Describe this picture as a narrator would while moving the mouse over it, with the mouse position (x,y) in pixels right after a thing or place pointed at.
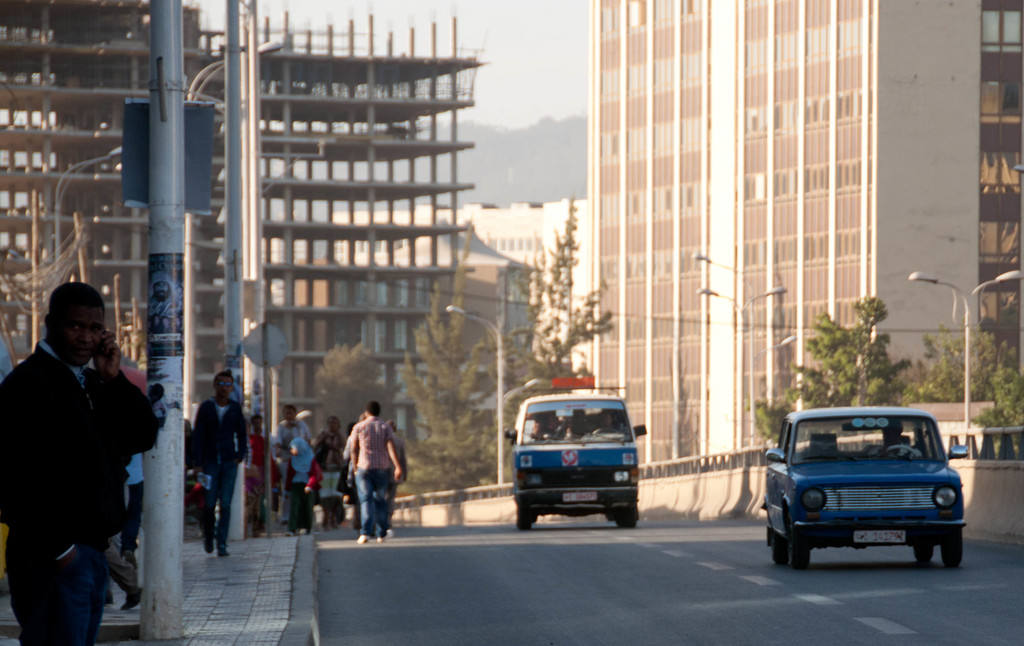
In this picture there is a van (566,488) in the center of the image (556,415) and there is a car (936,494) on the right side of the image (942,459), there are people (64,610) on the left side of the image (86,375) and there are poles (500,415) on the right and left side of the image (211,301) and there are buildings (590,137) and trees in the background area of the image (395,185).
